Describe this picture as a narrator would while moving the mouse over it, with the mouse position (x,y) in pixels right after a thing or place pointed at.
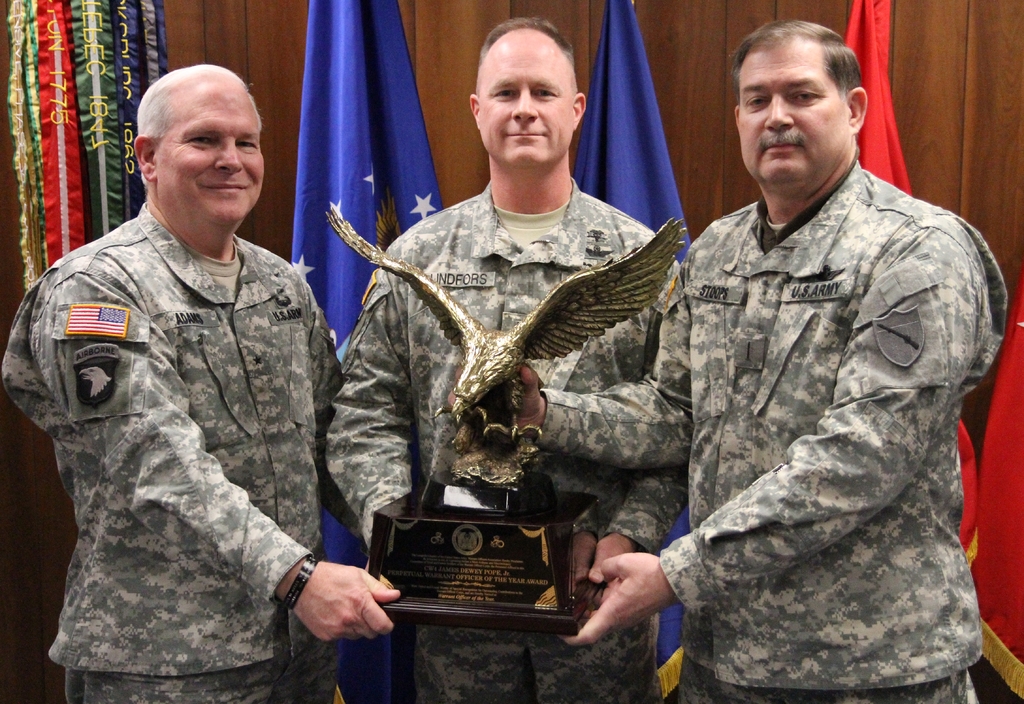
In this image I can see three men (818,365) are standing in the front (399,418) and I can see all of them are holding an award (481,425). I can also see all of them are wearing uniforms (666,313). Behind them I can see few flags (886,34) and on the top left side of this image (56,8) I can see few colourful things (121,135), I can also see something is written on it.
